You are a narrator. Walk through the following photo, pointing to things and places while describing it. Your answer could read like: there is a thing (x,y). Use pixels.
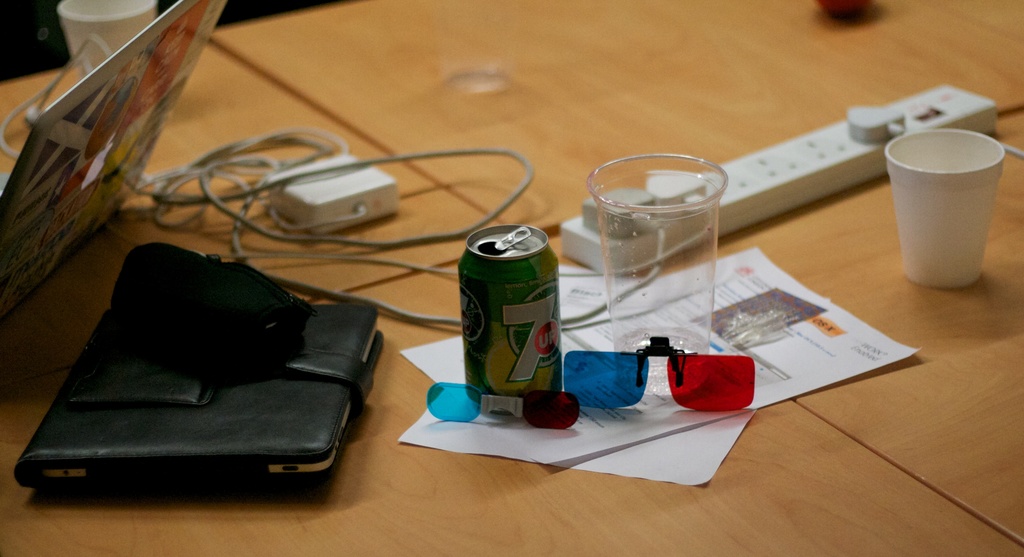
In this picture we can see tin (556,282), glasses (700,218), devices (331,423), laptop (60,251), papers (615,467), gadget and glasses (710,365) on tables (902,448).
